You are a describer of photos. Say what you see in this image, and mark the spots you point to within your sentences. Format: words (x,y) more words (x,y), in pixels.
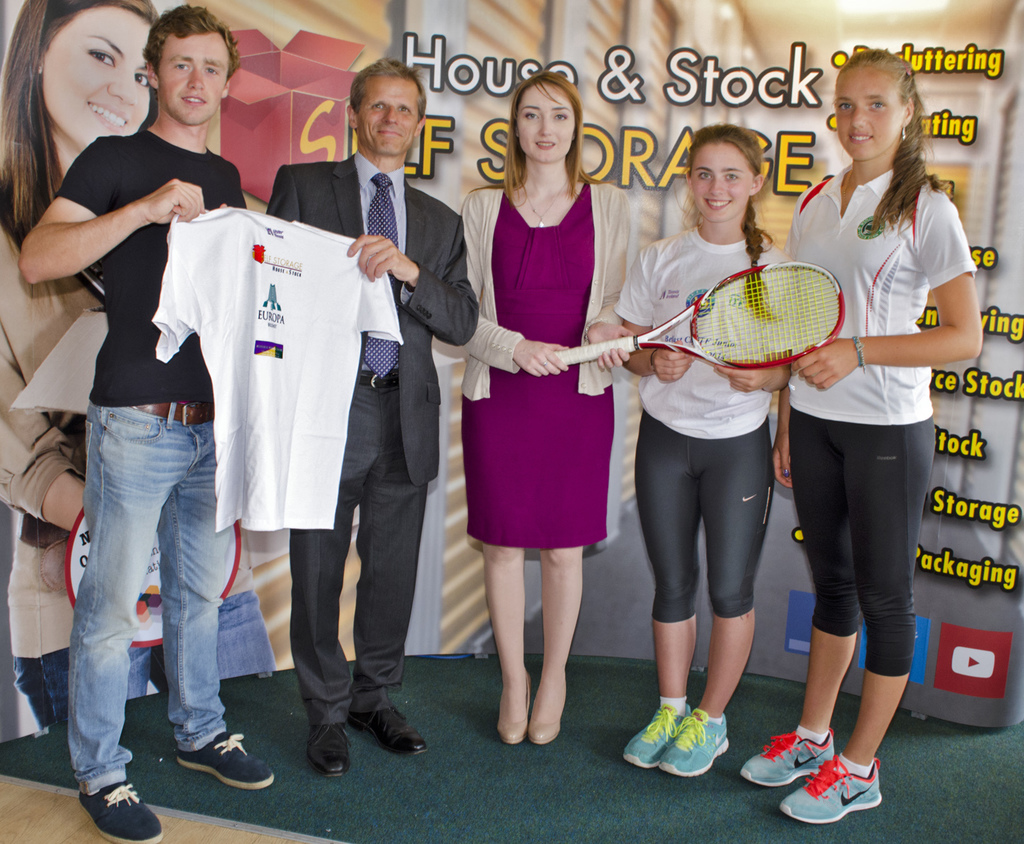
This image consists of five persons (560,416). On the right (706,423), there are three women (579,490). On the left (133,354), there are two men (108,157). The men (143,466) are holding a T-shirt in white color. The women (676,328) are holding a tennis racket (790,316). In the background (407,171), there is a banner (972,519) along with the text (639,144).
